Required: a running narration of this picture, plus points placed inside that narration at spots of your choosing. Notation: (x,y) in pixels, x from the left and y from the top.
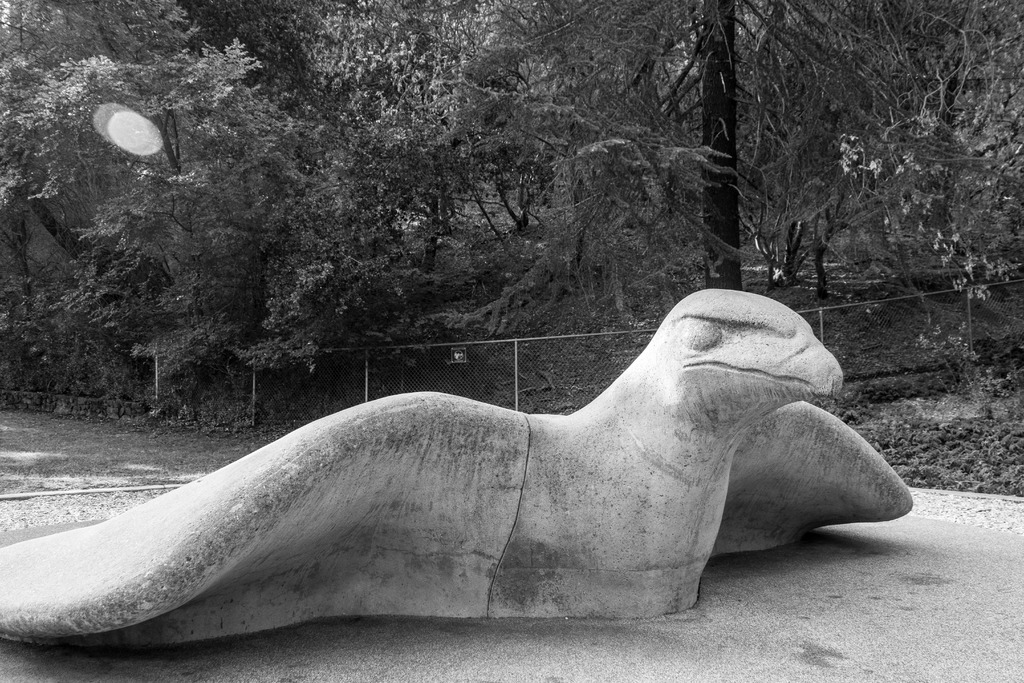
In the picture we can see a sculpture of a bird (28,562) on the path (734,624) and behind it, we can see a grass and a railing (312,391) and behind it we can see some plants (11,346) and full of trees (390,224).
